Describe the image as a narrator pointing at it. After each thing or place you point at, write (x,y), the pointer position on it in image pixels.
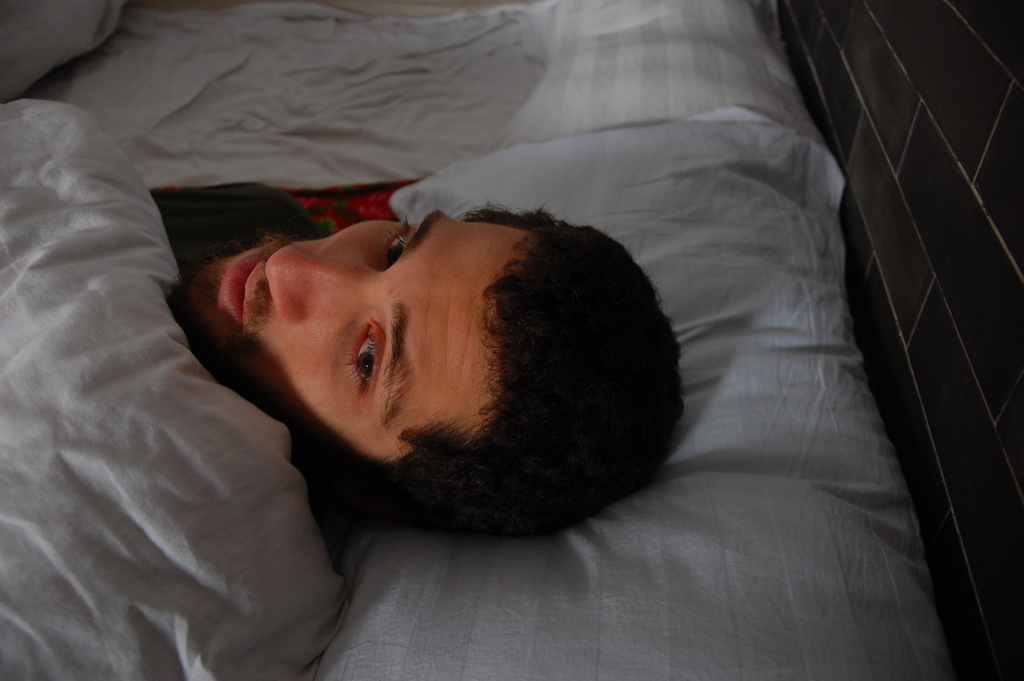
a person (302,271) is lying with blanket (50,549) on him.
